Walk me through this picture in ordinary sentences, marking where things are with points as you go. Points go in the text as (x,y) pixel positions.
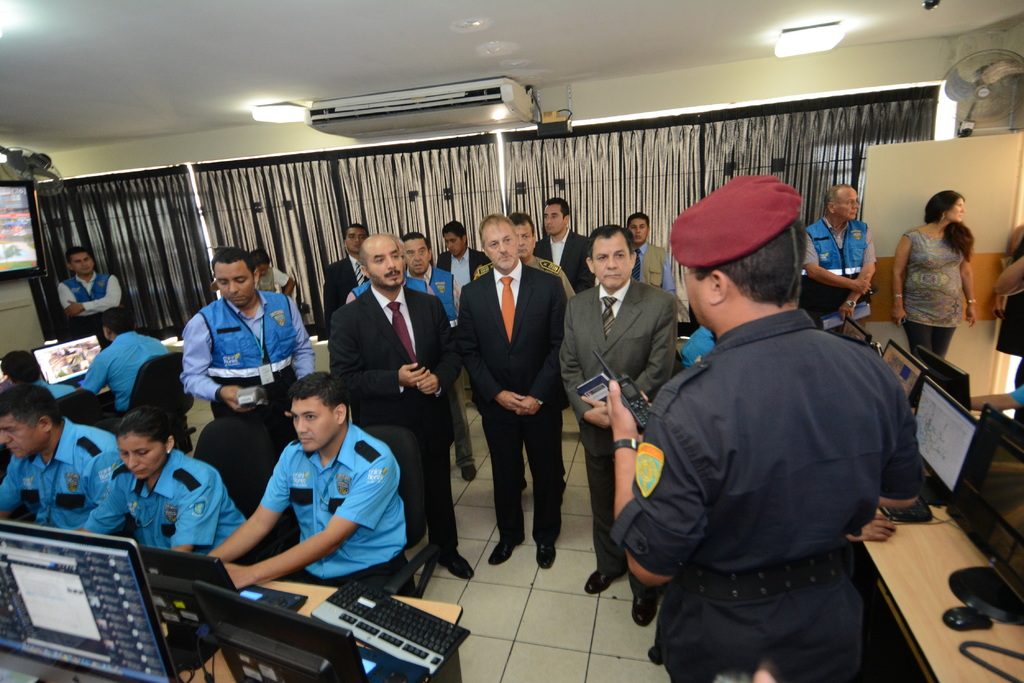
This picture describes about group of people (409,415), few are seated on the chairs (220,421) and few are standing, in front of them we can see few monitors (221,602), key boards (399,653) and other things (961,654) on the tables (906,526), in the background (216,202) we can see few curtains (216,202), lights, fans (14,160), air conditioner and a digital screen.
